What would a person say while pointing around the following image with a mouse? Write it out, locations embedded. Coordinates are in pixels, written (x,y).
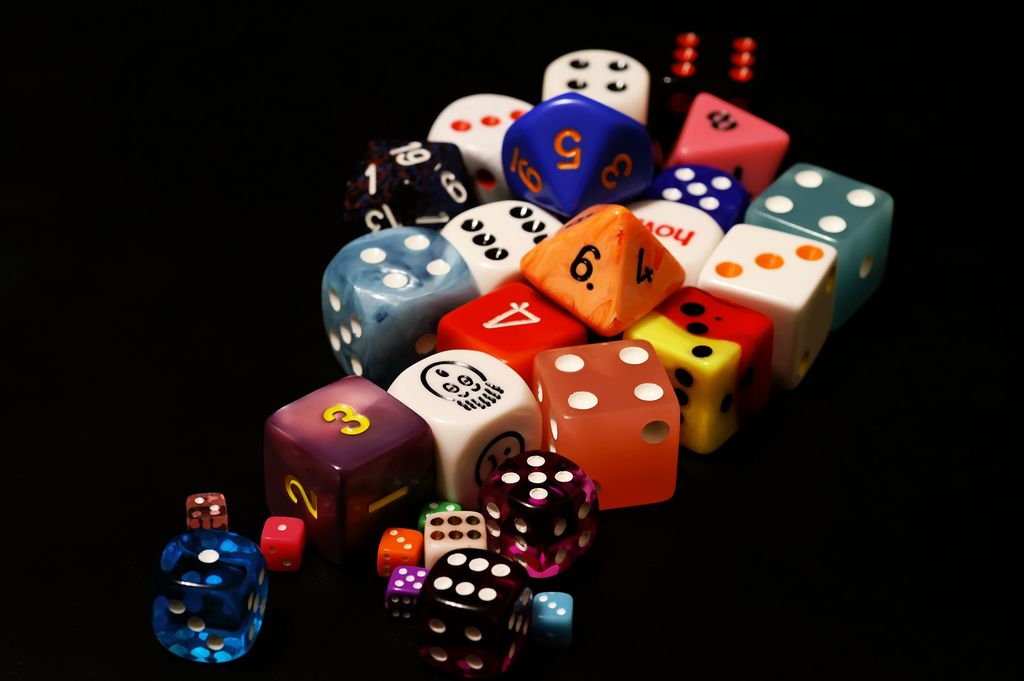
In this image I can see there are different sizes of dice (477,487) placed on the black surface (232,142).
